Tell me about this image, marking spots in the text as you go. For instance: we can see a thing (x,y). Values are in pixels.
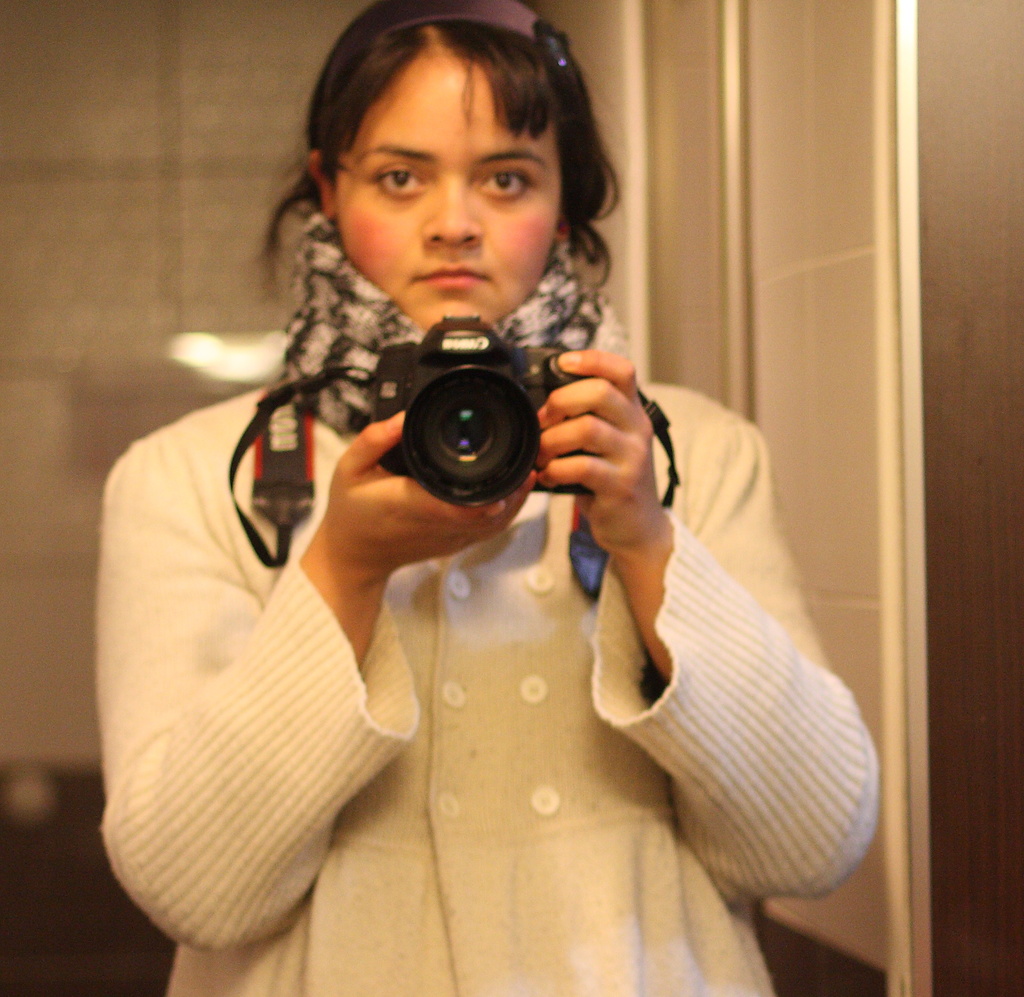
This is the picture of a lady (312,224) who is wearing a white color jacket (311,721) and holding a camera (572,488) in her hands (578,481) and taking the picture in the mirror (98,279).
